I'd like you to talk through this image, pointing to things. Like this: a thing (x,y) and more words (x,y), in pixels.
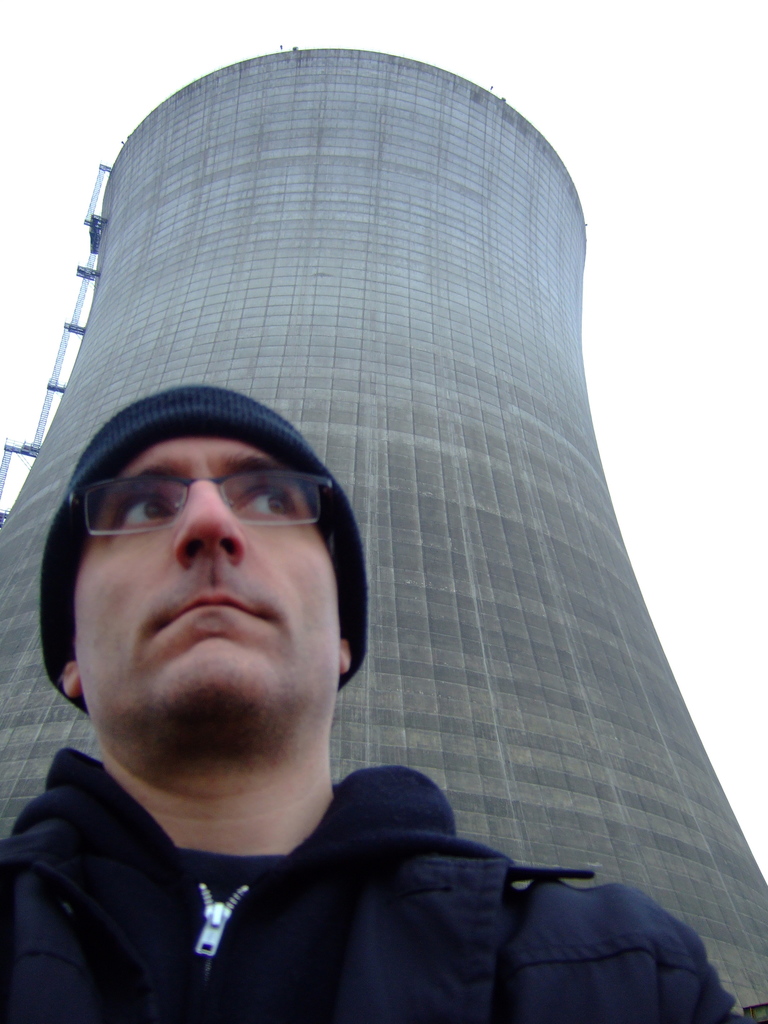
In this picture we can see a man (176,928) wore a cap (244,419), spectacle (227,485) and in the background (465,823) we can see a building (346,153).
